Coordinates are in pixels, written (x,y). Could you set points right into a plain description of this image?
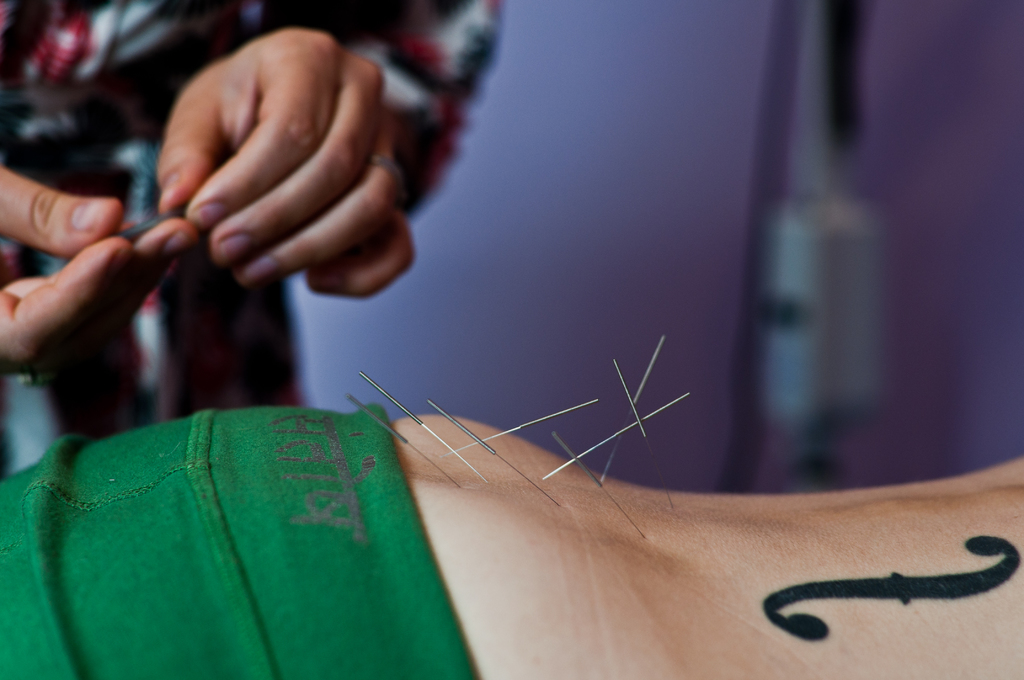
In this picture I can see a human (251,207) standing and holding few needles (155,223) in the hands (150,242) and I can see few needles (490,448) pierced into the other human body (425,520) and I can see a wall (588,182) in the background (609,190).
